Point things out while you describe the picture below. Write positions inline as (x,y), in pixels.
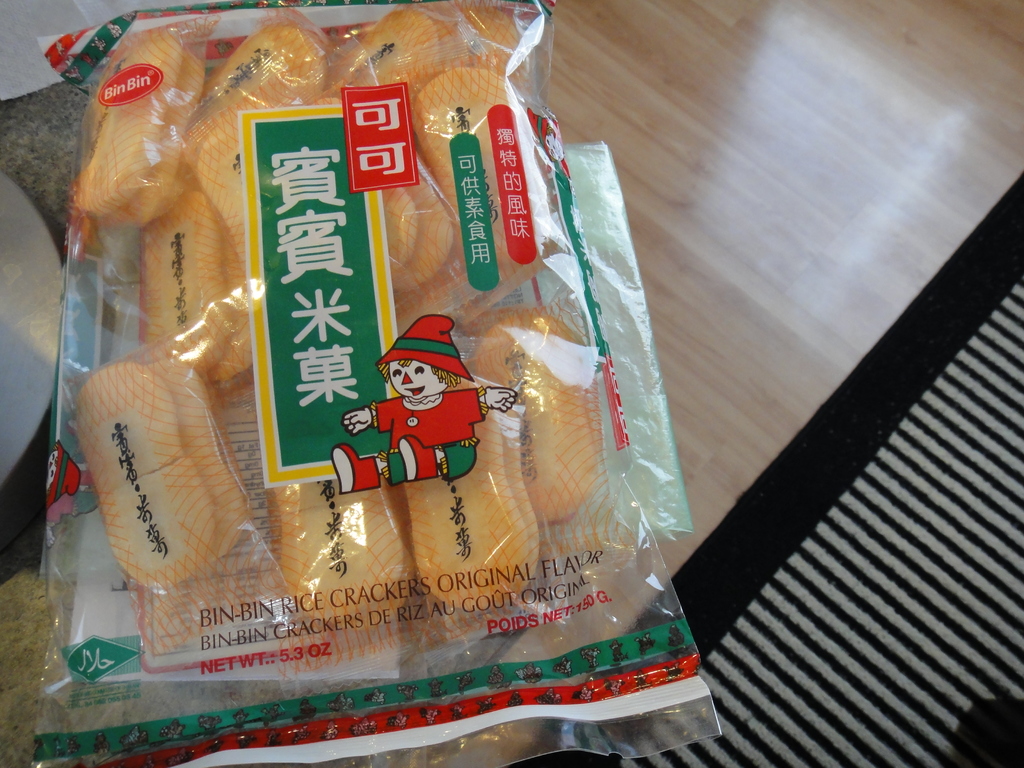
Here I can see a table (740,201) on which a food packet (246,250), some papers (26,89) and cloth (887,424) are placed.
